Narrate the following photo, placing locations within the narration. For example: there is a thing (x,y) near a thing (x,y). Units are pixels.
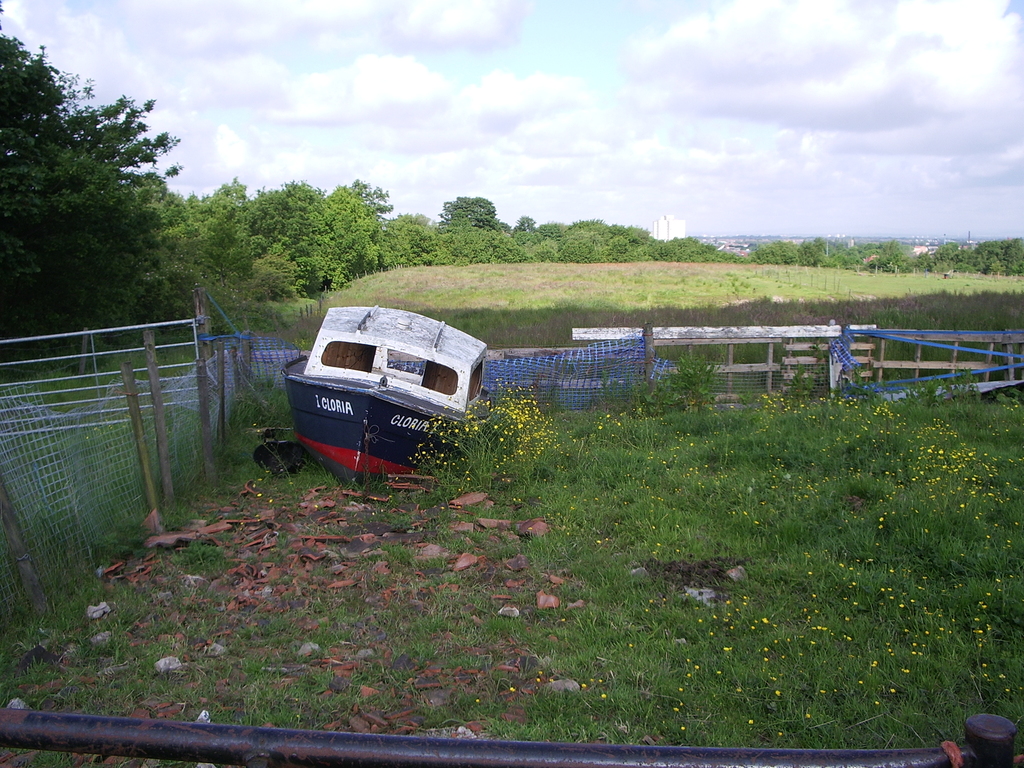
In this image we can see a boat (453,398), plants (515,416), stones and also grass (834,555). We can also see the fence (612,359) and behind the fence (904,338) we can see many trees (800,248). There is sky (537,89) with the clouds (658,111). At the bottom (130,741) we can see the railing (968,761).
